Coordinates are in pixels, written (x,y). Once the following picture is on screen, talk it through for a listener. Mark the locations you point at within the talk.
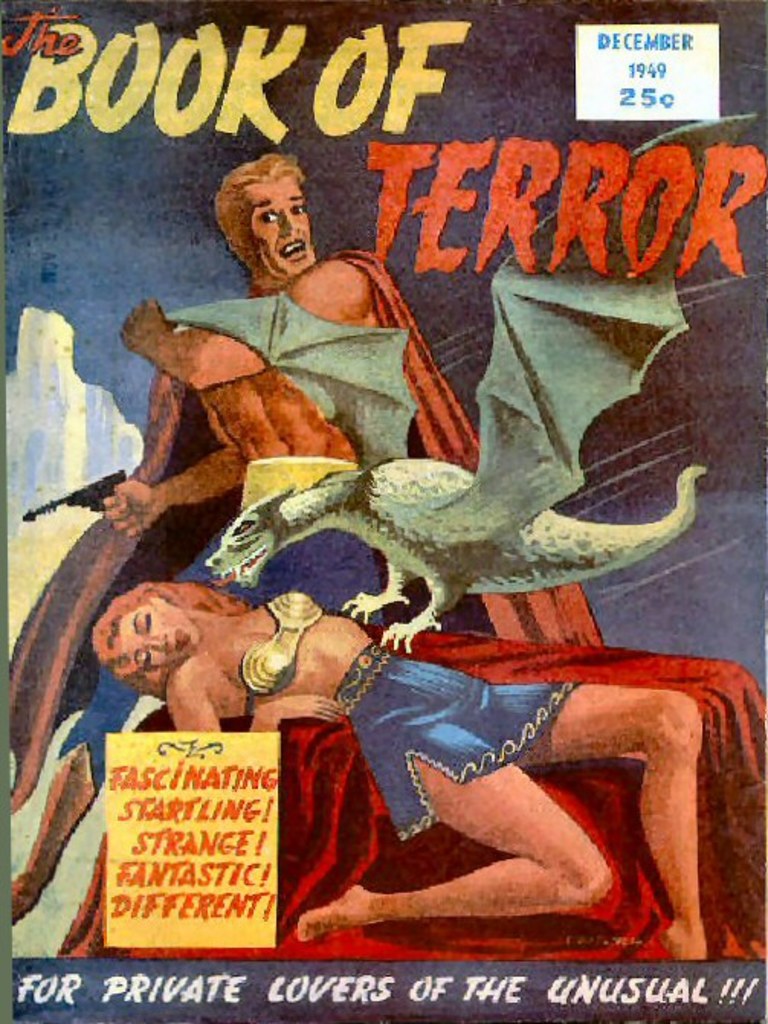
This image consists of a poster (262,459) with a few images (415,740) of a man (381,302), a woman (590,893) and a dragon (554,441) and there is a text (675,997) on it.
